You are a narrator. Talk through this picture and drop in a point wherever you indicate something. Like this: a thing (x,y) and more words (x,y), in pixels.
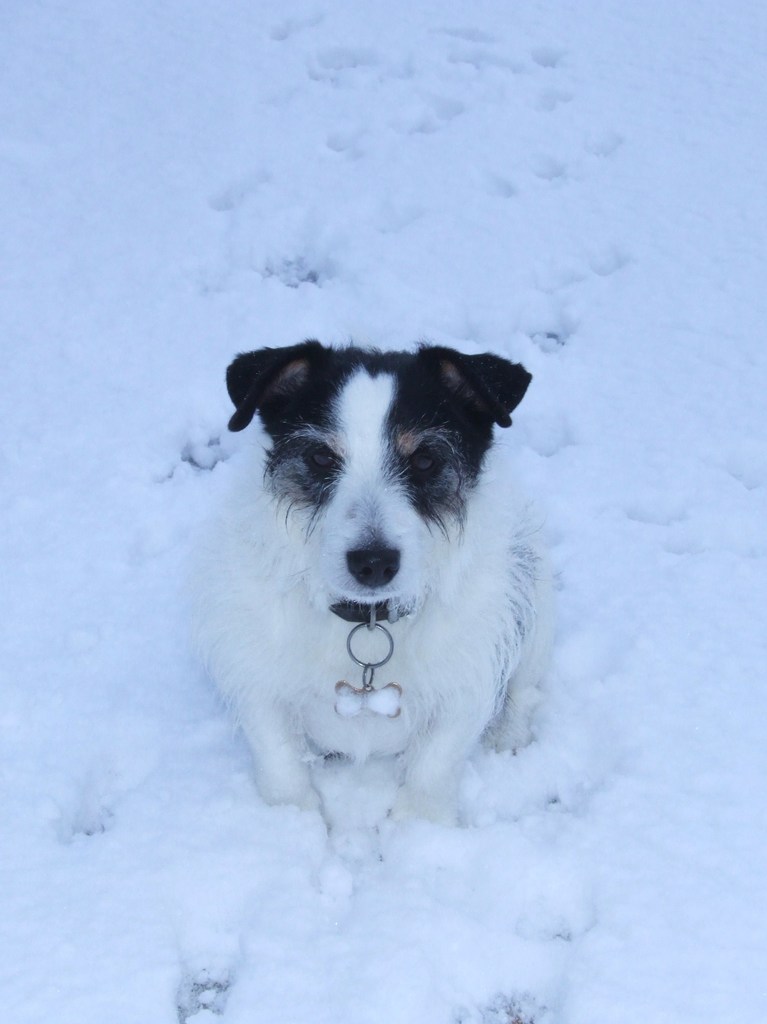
In this image we can see a dog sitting on the snow (170,788).
